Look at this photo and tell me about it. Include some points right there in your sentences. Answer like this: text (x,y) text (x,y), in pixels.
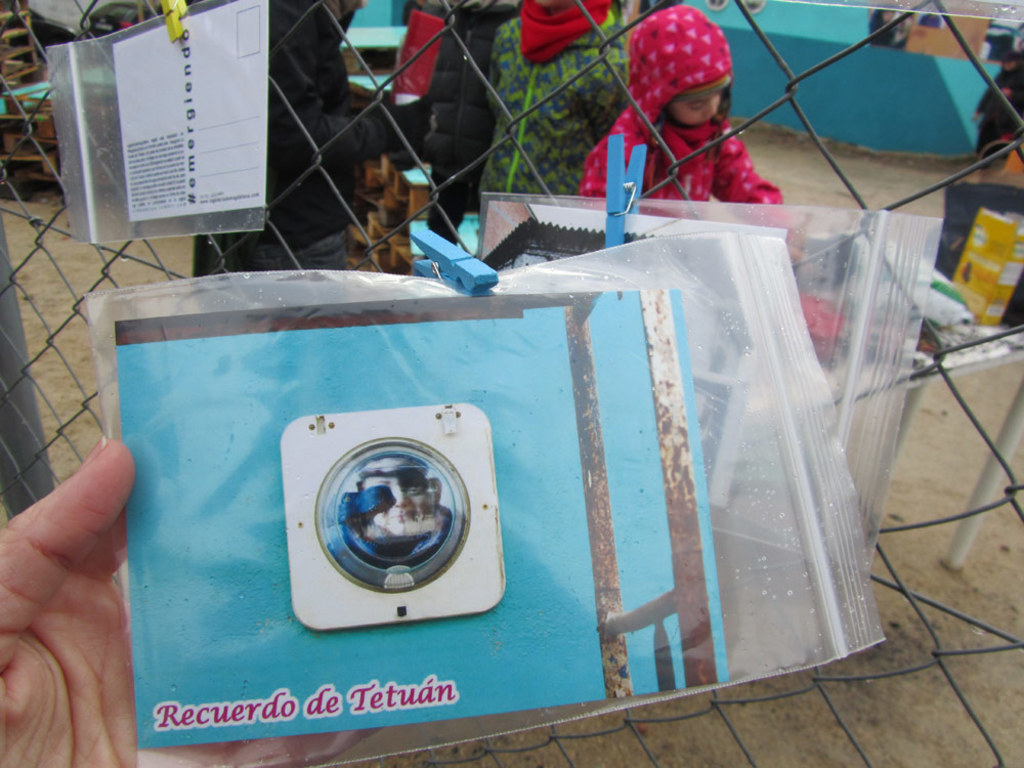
In this image, we can see a hand (87,653) of a person (85,620) holding a cover packet (281,613) with clip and object (422,591). Through the cover (424,699) we can see a card (311,564) with text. In the background (601,214), we can see packets (583,255) with clips (631,199) to the mesh (25,261). Through the mesh (898,675) we can see people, few objects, table (939,375) on the path (912,679). On top of the table (984,366) there are few objects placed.
